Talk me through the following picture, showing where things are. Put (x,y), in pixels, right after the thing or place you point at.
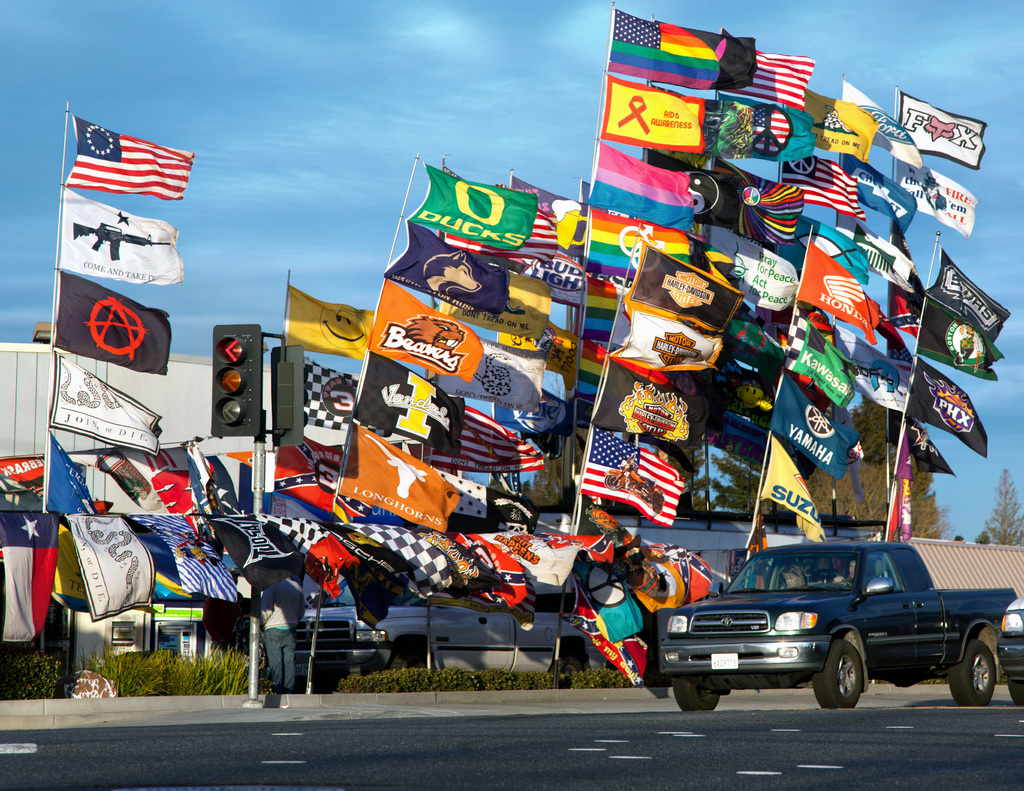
In this picture I can see vehicle (930,666) on the road (438,751), side we can see a vehicle (327,641), person (277,667) standing in front of the houses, we can see so many flags (379,474), some trees (548,484) and we can see signal lights (228,396).
